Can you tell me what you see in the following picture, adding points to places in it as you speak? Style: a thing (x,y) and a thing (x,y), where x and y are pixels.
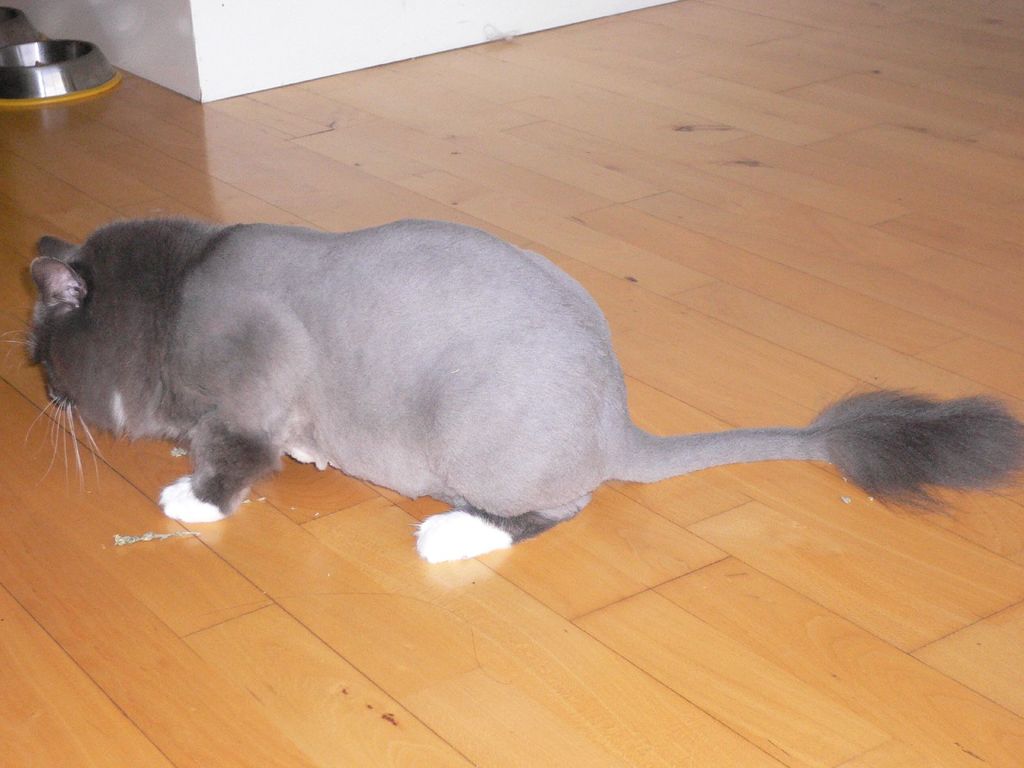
This image is taken indoors. At the bottom of the image (629,668) there is a floor (488,87). In the background (255,28) there is a wall (266,40). At the top of the image (86,71) there is a pet bowl (48,60). In the middle of the image (427,258) there is an animal (195,333).
